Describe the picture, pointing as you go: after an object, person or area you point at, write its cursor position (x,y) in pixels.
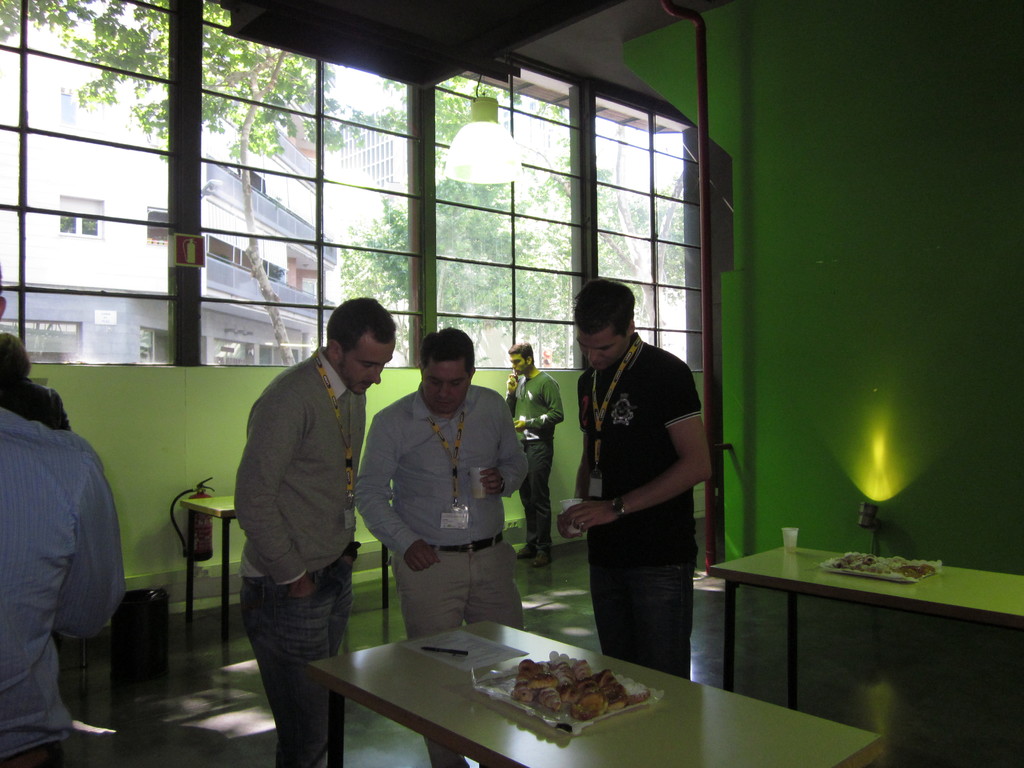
It is a room (804,391) there are three persons (678,653) standing in front of the table (677,707) and there are some eatables (533,696) and a paper (491,662) and a pen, behind this three people (471,454) there is another person (553,401) who is standing and looking at something everyone are wearing an id card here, among these three people (638,479) last two (625,550) are holding a glass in their hand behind them there is another table (746,574) and there is food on the table (966,616), there is a wall (962,283) which is of green color and a light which is fit to the wall (891,519), in the background (463,154) there is a lamp (469,162), windows (473,211), outside the window (280,265) there is a building (245,289) and trees (267,155) and sky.
